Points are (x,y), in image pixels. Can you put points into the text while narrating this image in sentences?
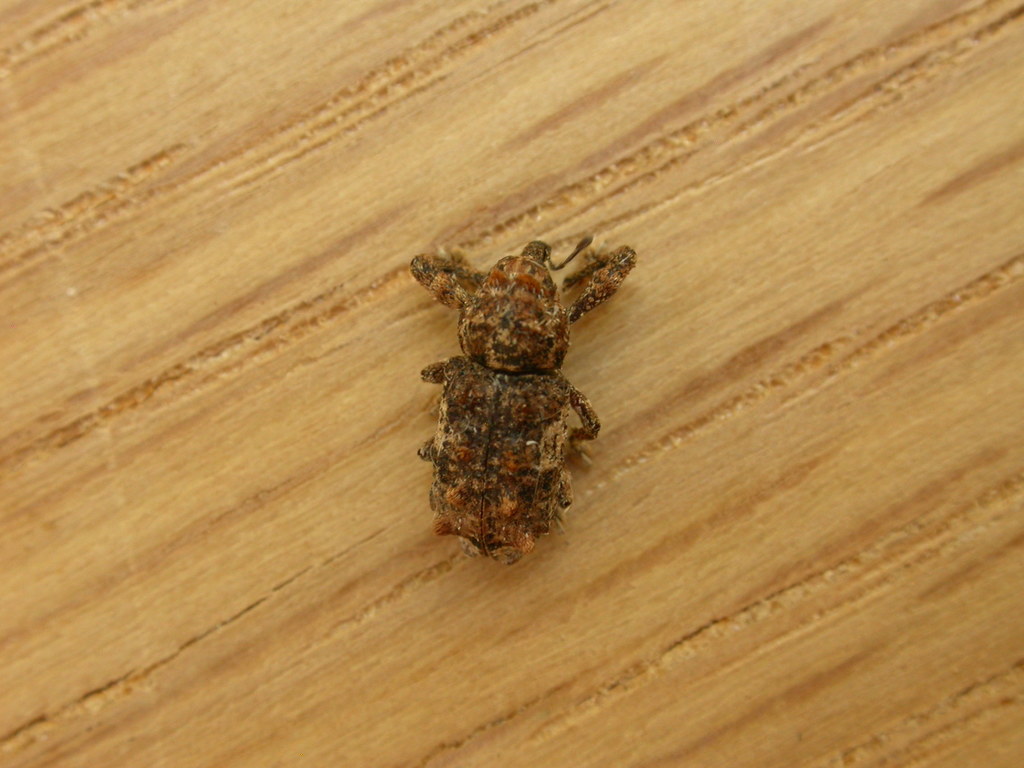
In this image we can see an insect (553,350) on a wooden surface (636,526).
